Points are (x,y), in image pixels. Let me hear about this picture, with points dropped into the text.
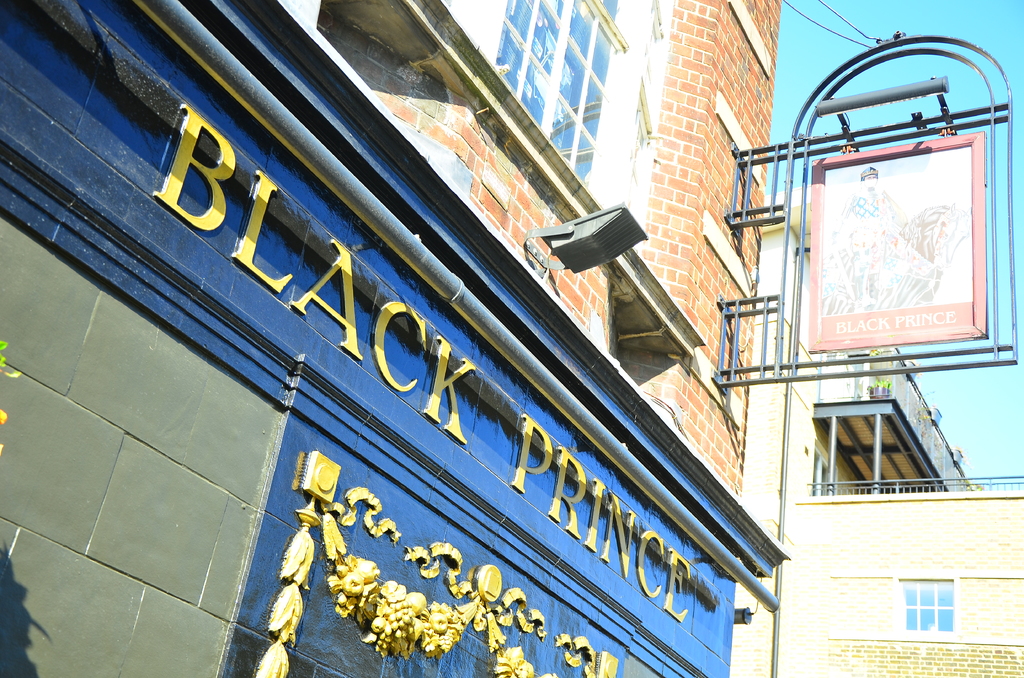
In this image, we can see buildings (628,392), brick wall (675,278), glass objects (527,21), rods (619,446), banner (931,154) and few objects (569,247). Here we can see some text (197,195) on the wall (229,339). At the bottom (378,613), we can see carving (314,515). On the right side (797,26) background (875,79) there is a sky (893,72).
